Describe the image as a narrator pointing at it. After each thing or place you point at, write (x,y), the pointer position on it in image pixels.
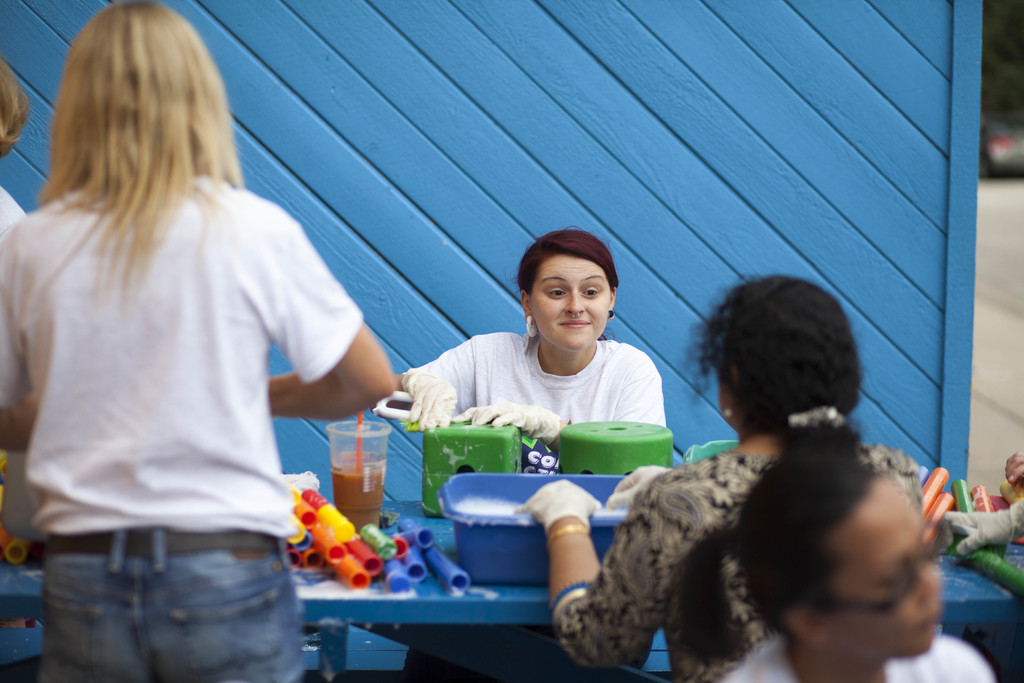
In this image I can see people (75,403) among them this woman (604,342) is holding an object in hands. Among these people (650,381) some are standing and some are sitting. On the table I can see a glass (375,481), a tray (472,488) and some other objects (488,471). In the background (676,174) I can see a wall (759,143).
